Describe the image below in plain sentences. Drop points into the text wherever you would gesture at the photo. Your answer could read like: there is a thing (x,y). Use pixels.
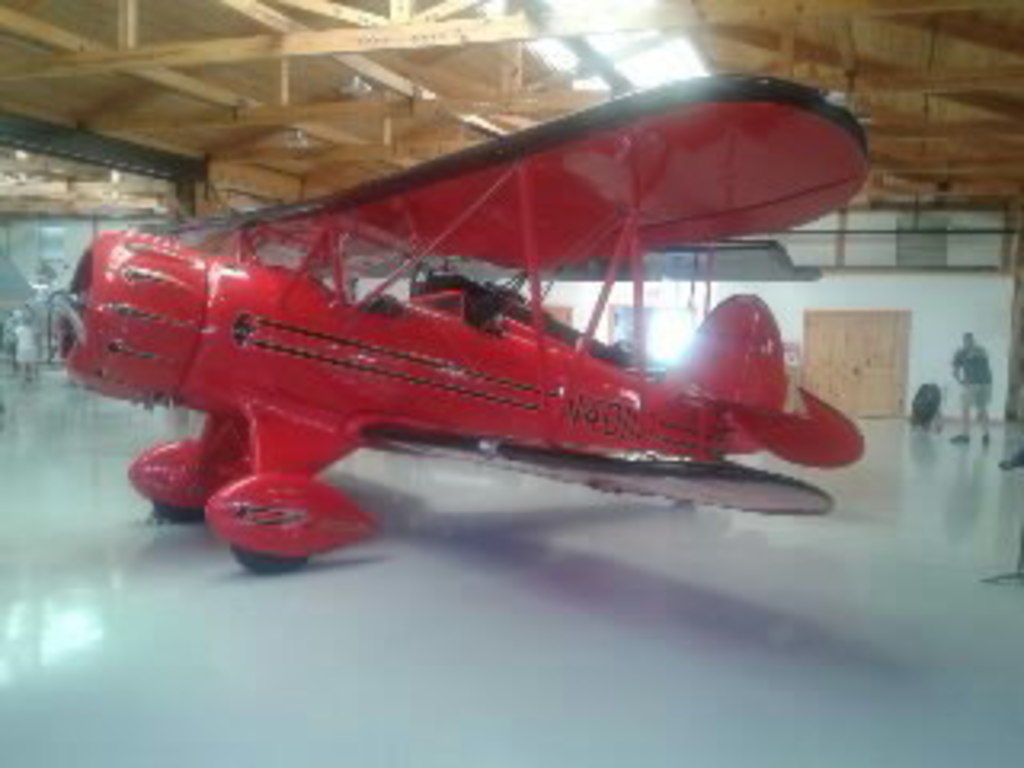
In this image there are a few people (988,364) and a depiction of an airplane (224,386), behind that there are wooden doors (866,359) on the walls (938,318), at the top of the image (353,52) there is a wooden roof top (456,133) with wooden sticks (414,43).
